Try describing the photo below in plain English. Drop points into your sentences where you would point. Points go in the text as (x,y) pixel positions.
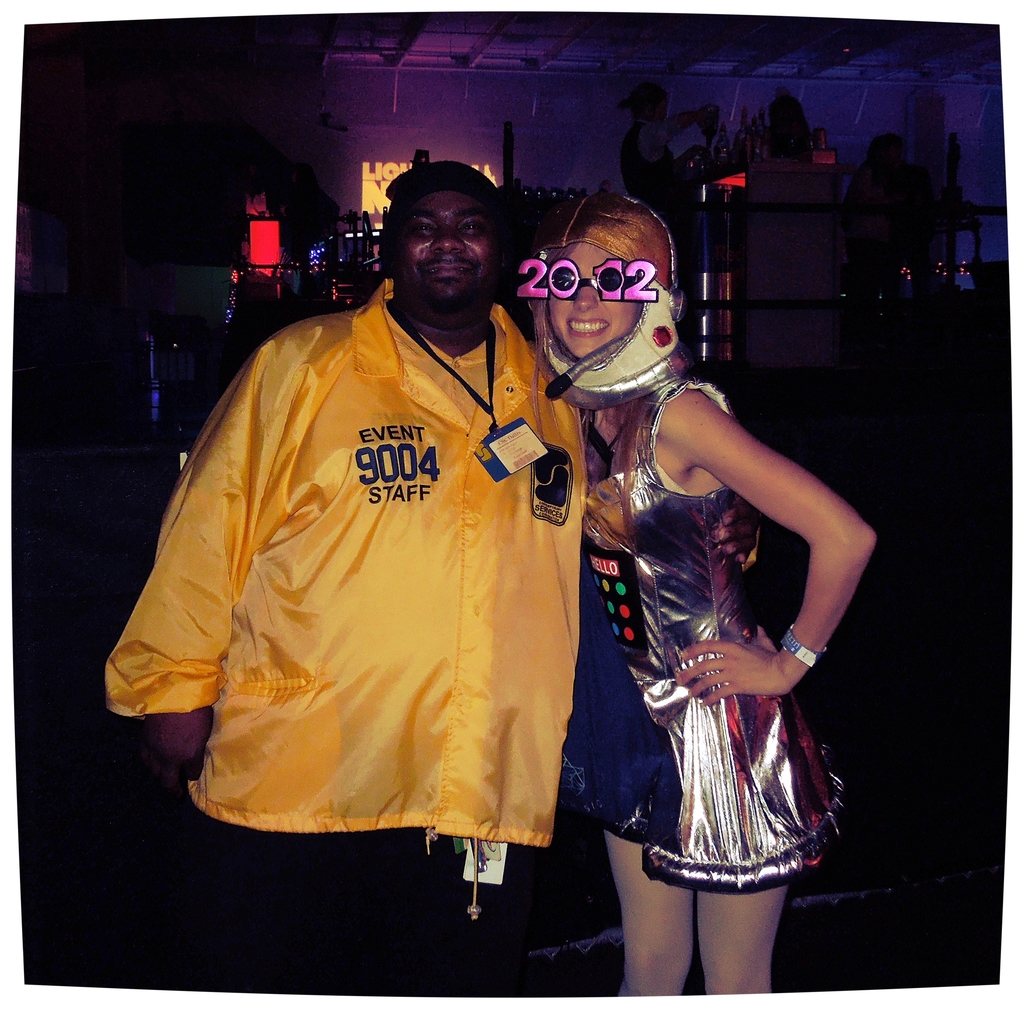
There is a man (382,425) in yellow color jacket (374,591), smiling and standing near a woman (669,522) who is smiling and standing on the floor (851,961). In the background (742,185), there are hoardings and other objects (957,192).
